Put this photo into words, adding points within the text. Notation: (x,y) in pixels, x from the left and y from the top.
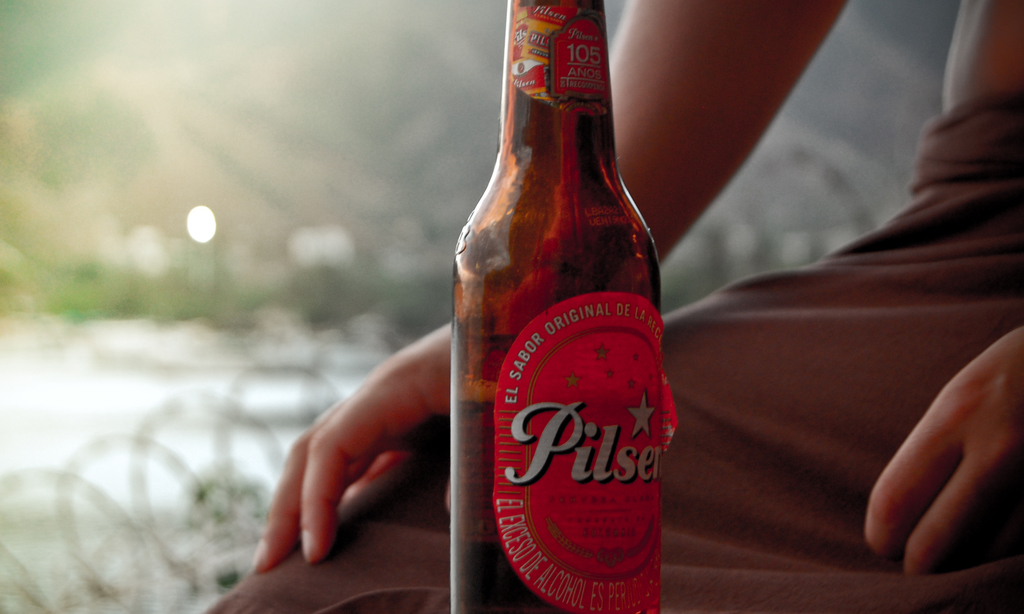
This bottle (561,140) is highlighted in this picture. On this bottle (562,247) there is a sticker (568,397). Beside this bottle (590,370) a person (791,336) is sitting.
